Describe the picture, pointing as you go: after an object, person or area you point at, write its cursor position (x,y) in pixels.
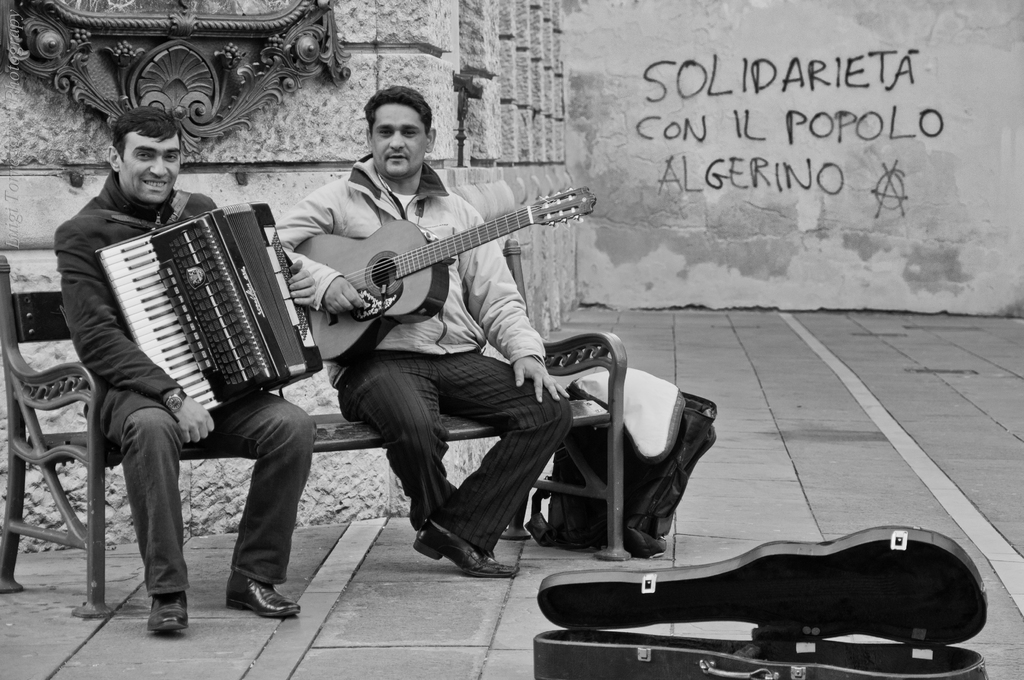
The two persons (400,390) are sitting on a bench (351,439). They are smiling. They are holding a musical instruments (361,324). They have a guitar (331,316) in front of them. We can see in the background (485,157) stone wall (533,109) and frame (152,61).
